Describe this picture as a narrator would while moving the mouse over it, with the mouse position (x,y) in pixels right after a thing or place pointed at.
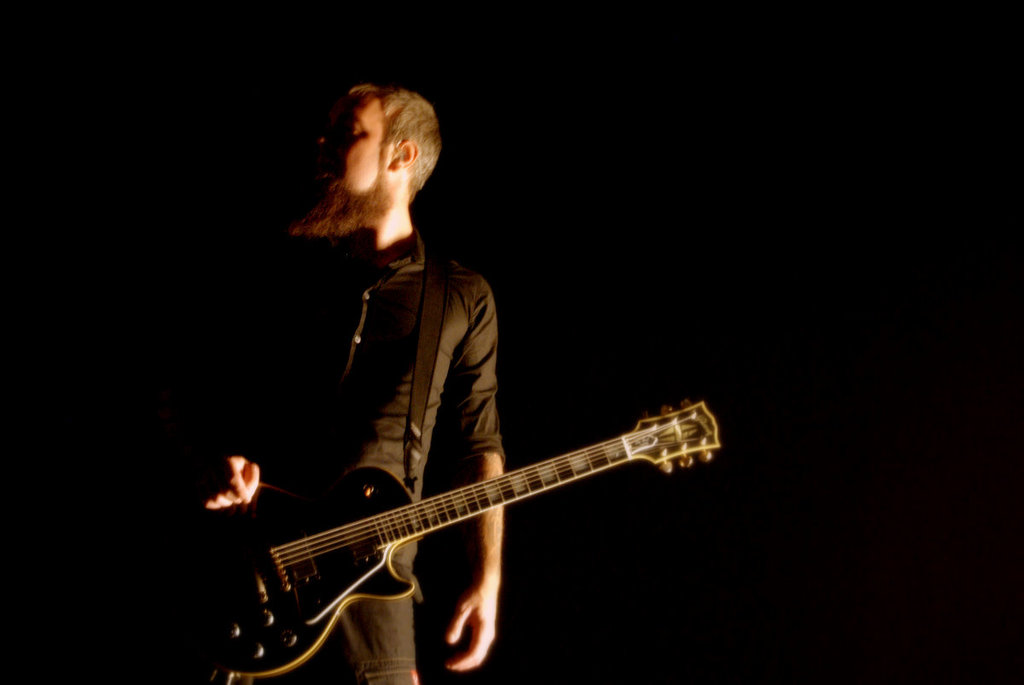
Here we can see a person (396,118) with a guitar (284,659) with him.
